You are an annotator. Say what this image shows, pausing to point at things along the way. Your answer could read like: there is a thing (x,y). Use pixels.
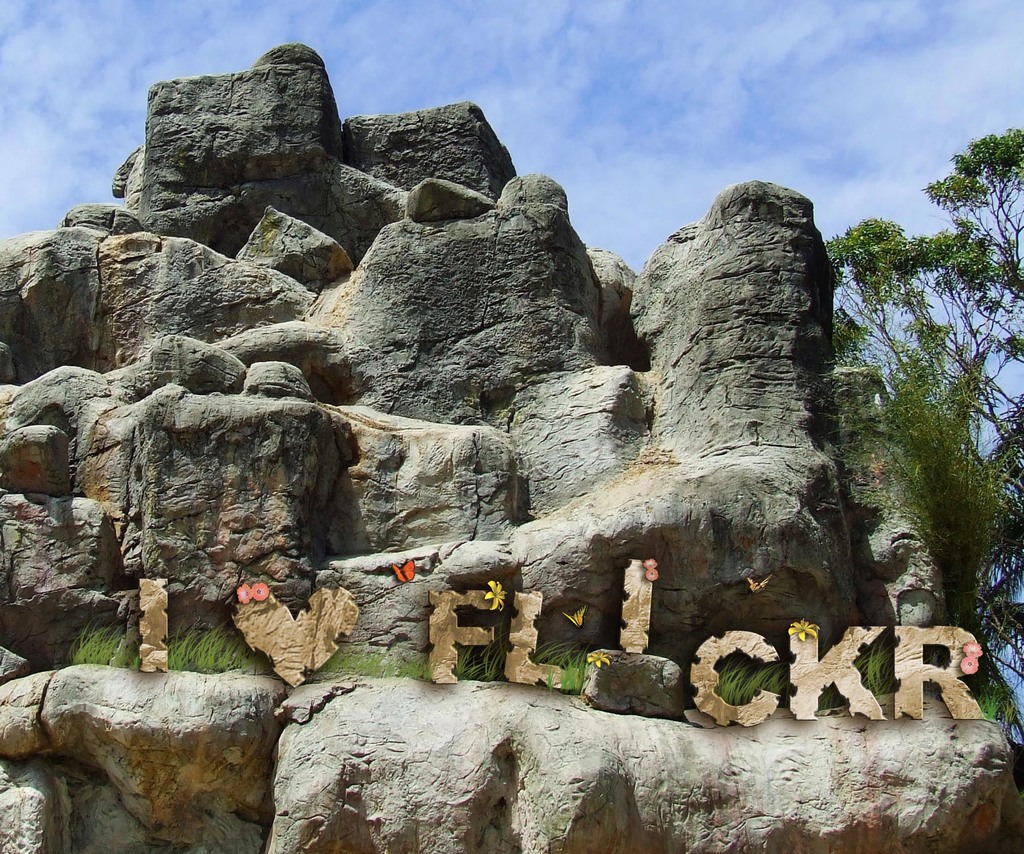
This picture shows a rock (779,402) and we see a tree (931,241) on the side and we see some animated text (908,635) on it and a blue cloudy Sky (543,92).
